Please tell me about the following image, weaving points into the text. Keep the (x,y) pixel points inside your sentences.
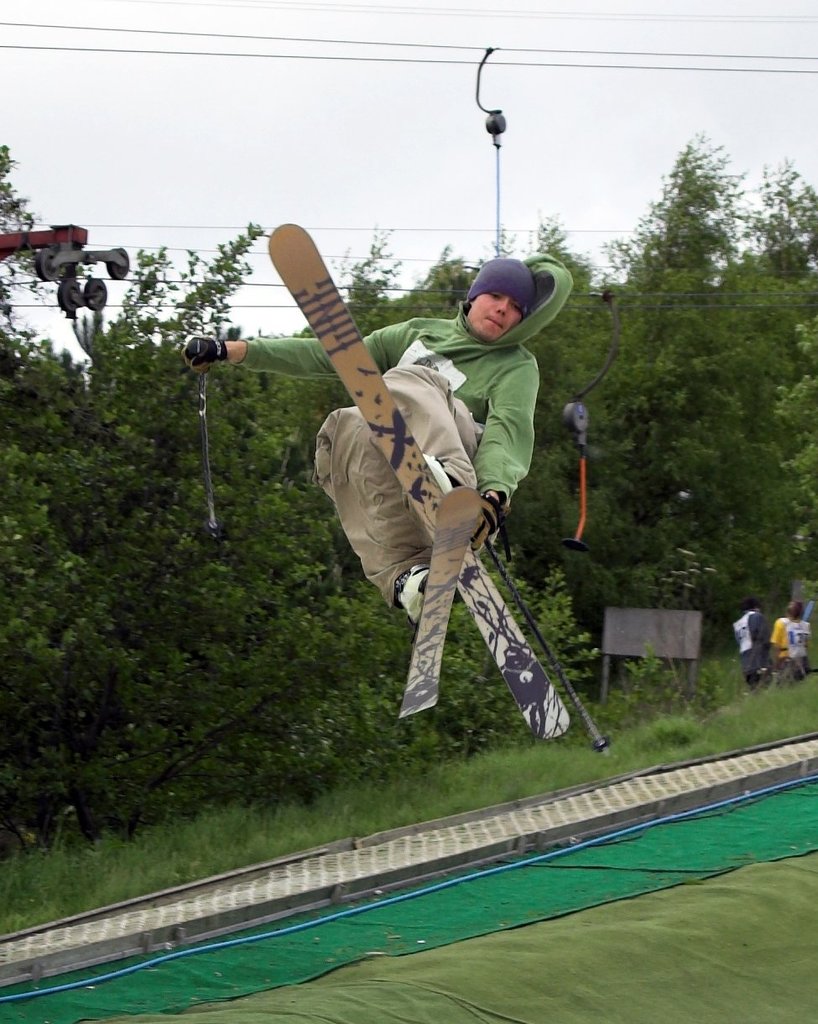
In this image I can see a man (523,433) and ski boards (451,596) in the air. I can see he is wearing pant (385,512), a hoodie (461,387), a cap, gloves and I can see he is holding two sticks (505,538). In the background (93,357) I can see number of trees (60,705), number of wires (531,65), the sky (350,172) and on the right side of this image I can see few more people (770,669).
